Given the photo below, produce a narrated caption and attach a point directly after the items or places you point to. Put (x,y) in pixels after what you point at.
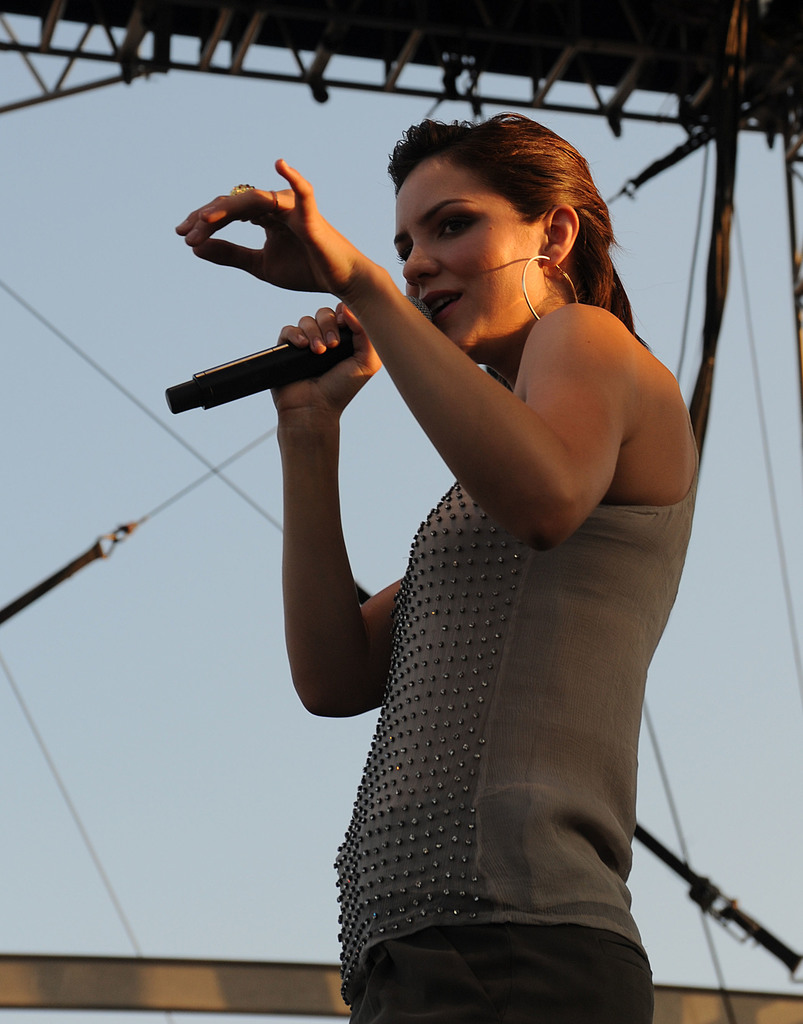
This picture shows a woman (403,1023) performing with the help of a microphone (350,338).
